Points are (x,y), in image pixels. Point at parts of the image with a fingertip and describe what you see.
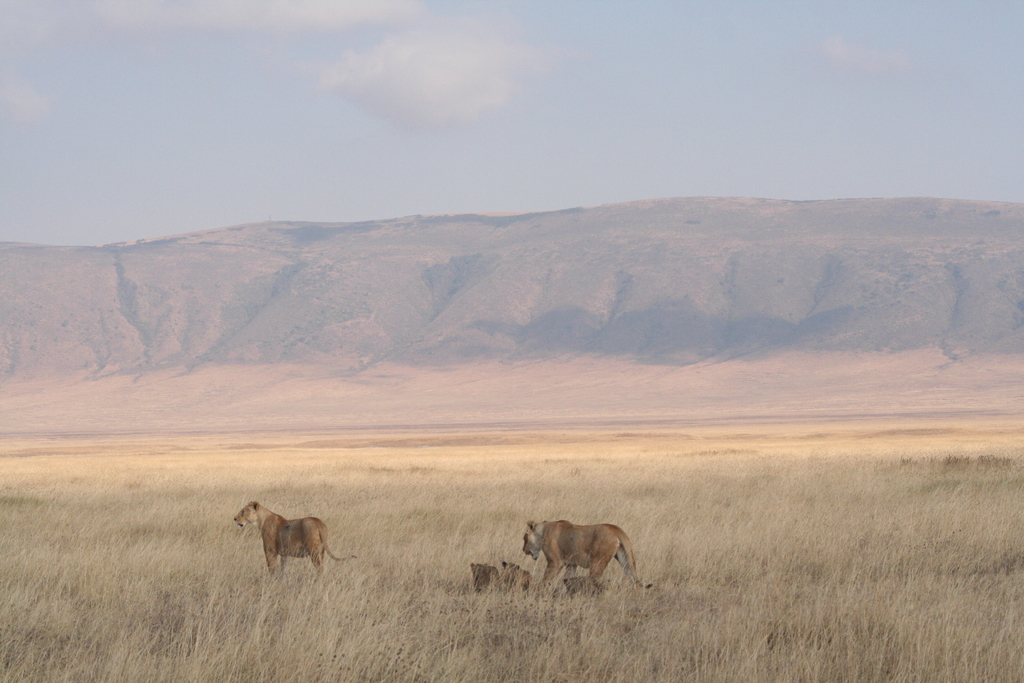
In the foreground of this image (493,490), there are animals (611,542) and the grass (562,447). In the background (617,229), there are hills (497,291) and at the top (534,67), there is the sky (490,63).
